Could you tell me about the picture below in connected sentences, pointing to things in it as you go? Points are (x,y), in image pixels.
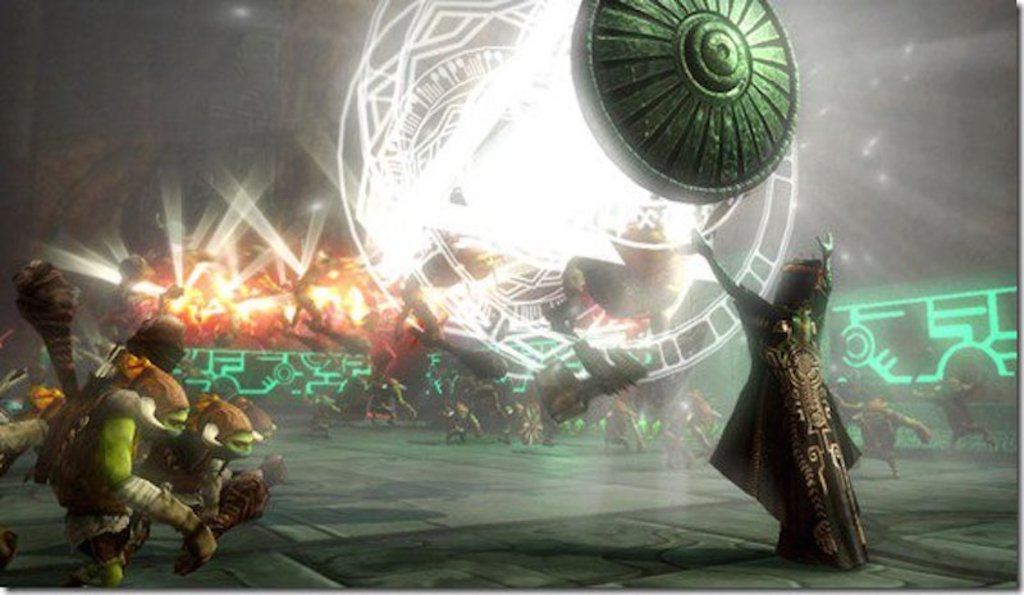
In this image I can see an animated pictures of peoples (760,372) and lights (549,158). The background (876,79) is dark in color.
